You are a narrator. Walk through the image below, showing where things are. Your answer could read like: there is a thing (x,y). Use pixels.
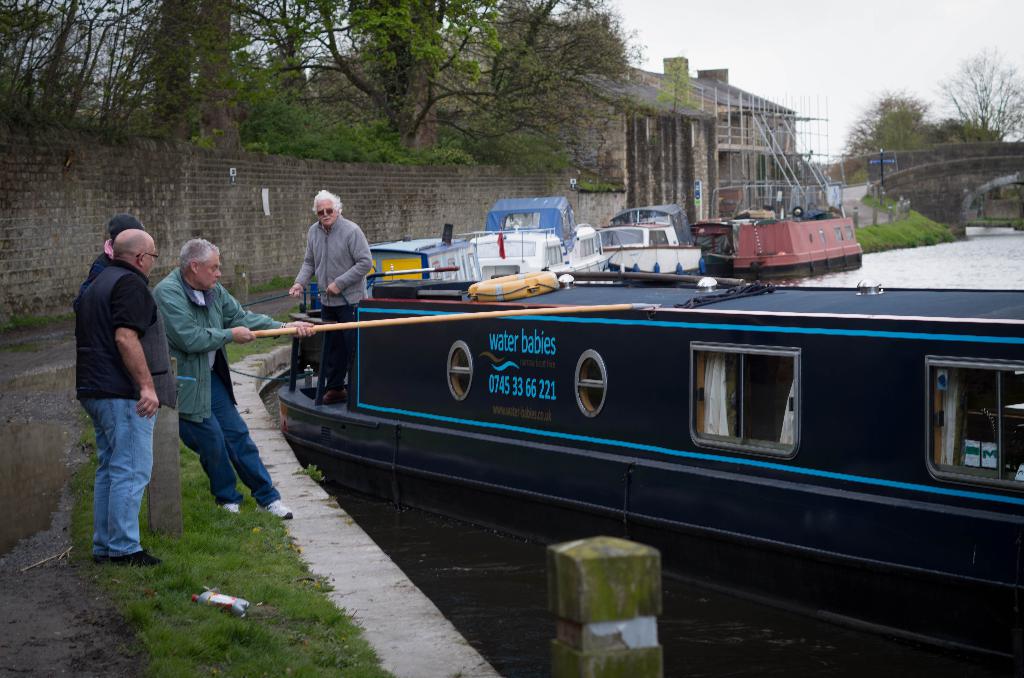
This image consists of many boats (447,400). There are four persons (132,457) in this image. At the bottom (498,649), there is water (747,672). On the left (153,654), we can see green grass (194,640) on the ground (57,660). In the background (446,101), there is a wall (80,181) along with trees (489,132). At the top (792,22), there is sky (677,25).
